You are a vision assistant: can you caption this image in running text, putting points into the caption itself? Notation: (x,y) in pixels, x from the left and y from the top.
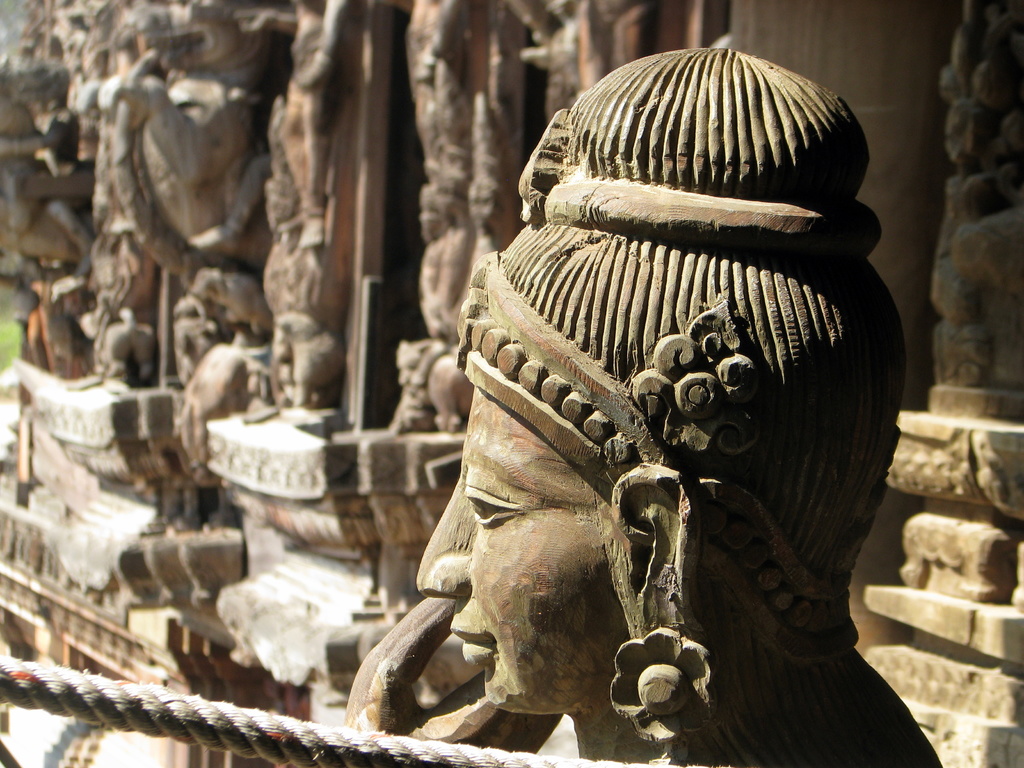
In this image I can see few statues (541,403). In front (702,213) the statue (541,403) is in brown color and I can also see the grass (10,342) in green color.
